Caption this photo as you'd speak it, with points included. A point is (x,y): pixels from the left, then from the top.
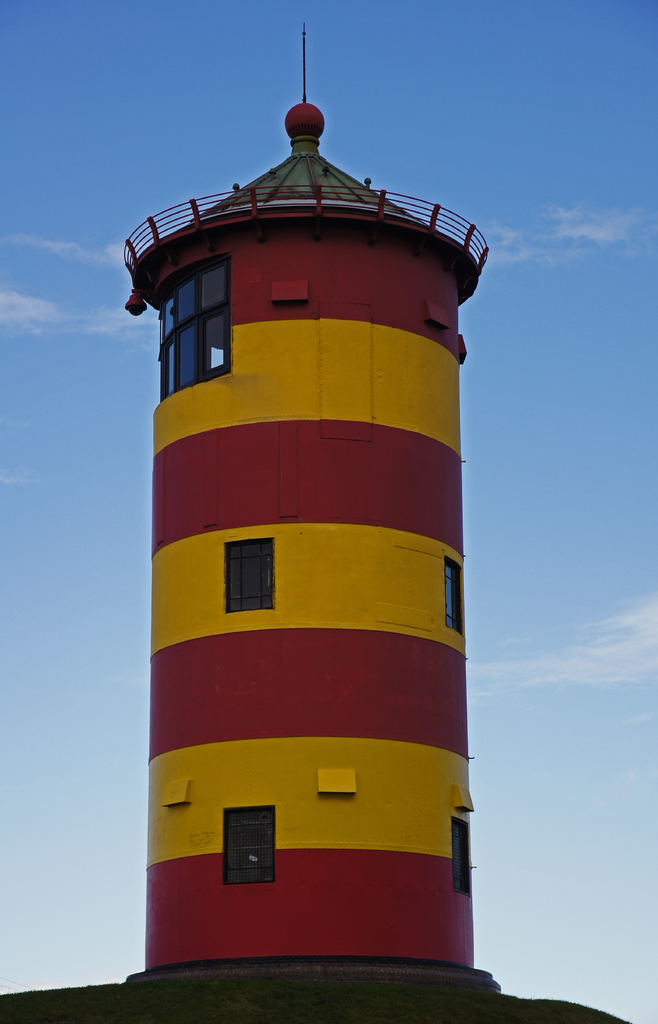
In this image we can see a lighthouse (292,455) with windows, in the background (228,180), we can see the sky (552,709) with clouds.
